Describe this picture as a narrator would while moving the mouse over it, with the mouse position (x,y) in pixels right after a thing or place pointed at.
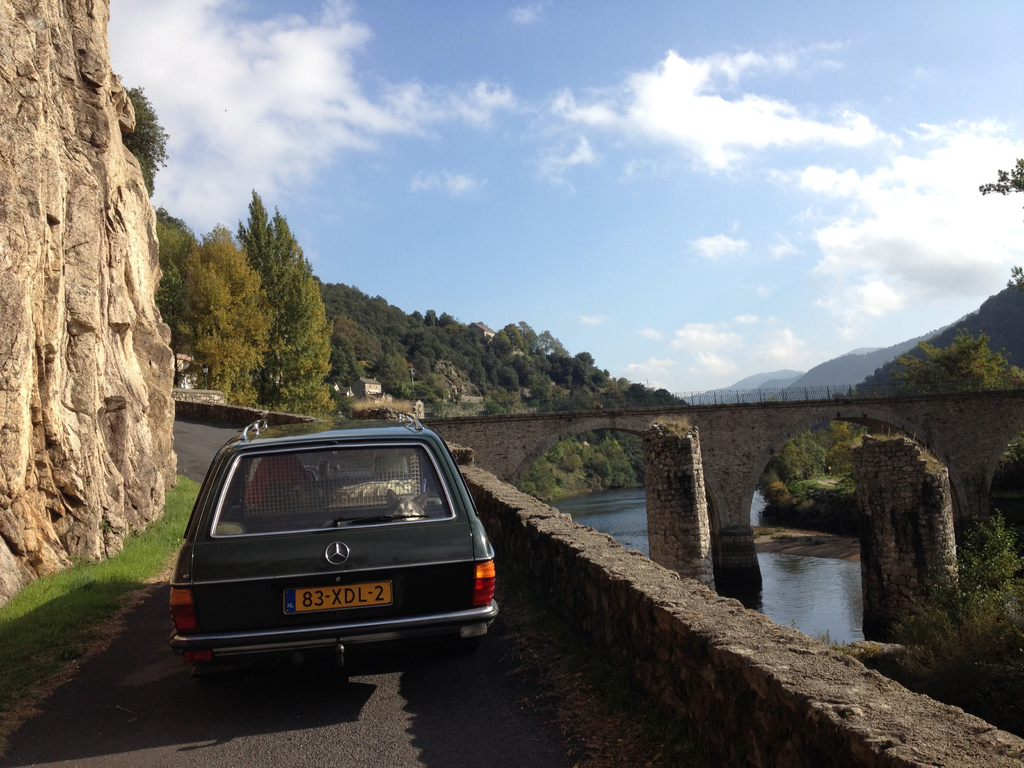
In this image, we can see a bridge (636,425), a fence (601,401) and there is a car (300,566) on the road (309,707). In the background (300,410), there are trees (481,344), hills (519,343) and there is water (788,587). At the top (530,143), there are clouds (346,151) in the sky (548,197).
